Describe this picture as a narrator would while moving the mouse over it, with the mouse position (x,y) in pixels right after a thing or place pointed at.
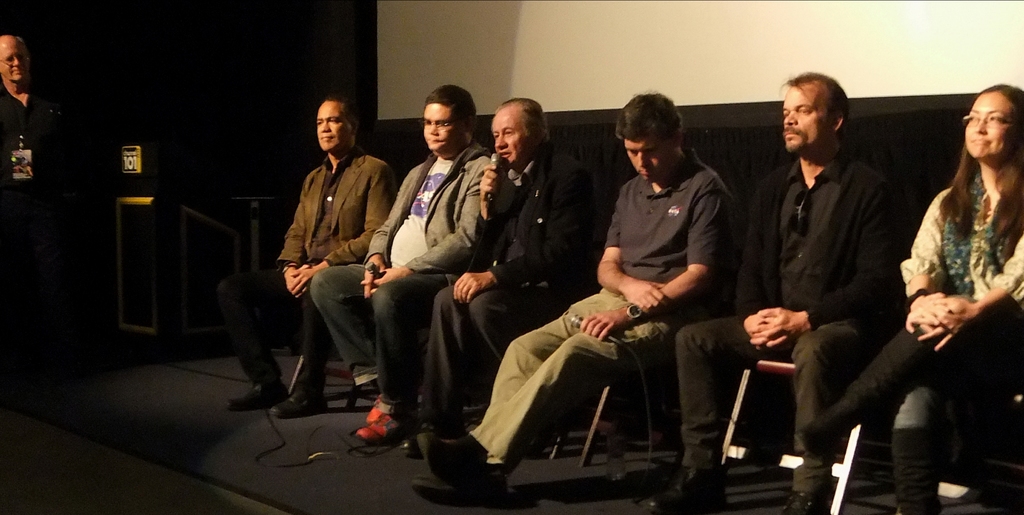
In this image there are people (460,337) sitting on the chairs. On the left side of the image (15,320) there is a person (9,86) standing. Behind him there are metal rods (117,271). In the background of the image (263,125) there is a wall (161,312).
